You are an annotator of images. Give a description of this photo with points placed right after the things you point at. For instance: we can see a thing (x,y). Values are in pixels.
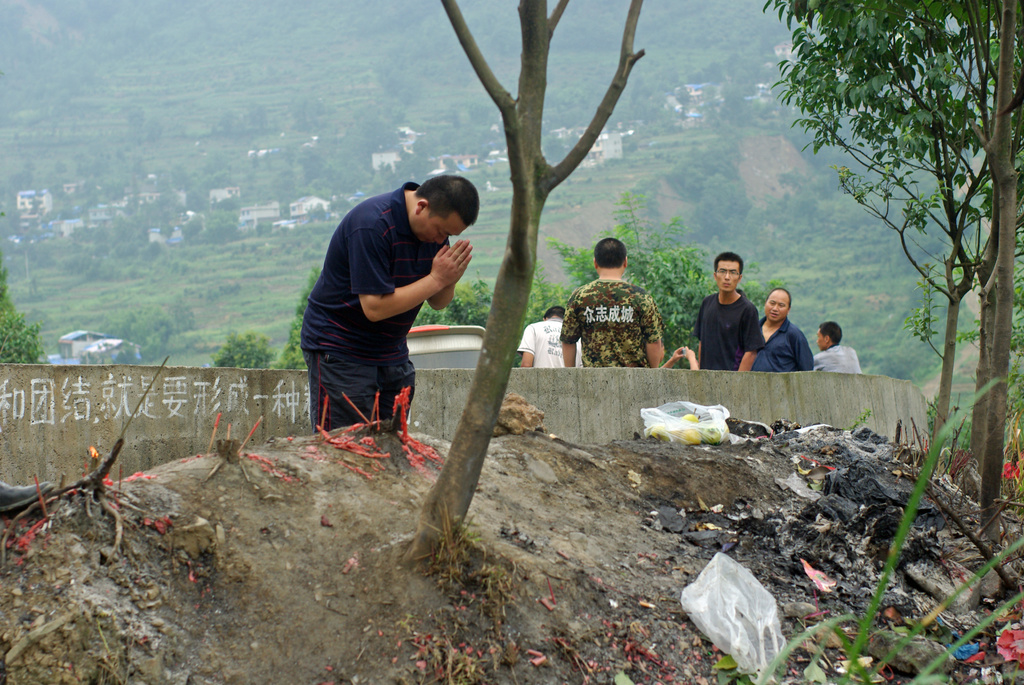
In this picture there are people (452,248), among them there's a man (367,253) praying and we can see covers (704,616), trees (979,446), wall (684,395) and objects (741,432). In the background of the image (19,228) we can see trees (852,267) and buildings (33,201).
